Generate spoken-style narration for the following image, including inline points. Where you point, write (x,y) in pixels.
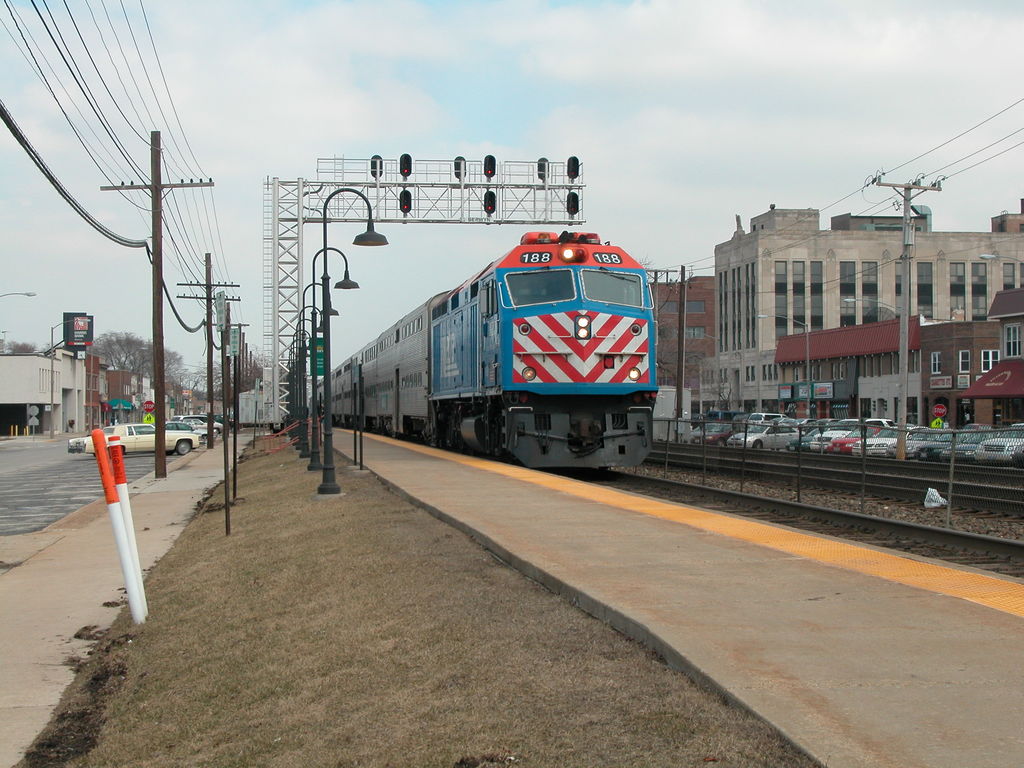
In this image we can see train (530,344) on a railway track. Also there is another railway track (841,475). There are vehicles (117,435) and buildings (760,323) on the right side (760,323). Also there are electric poles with wires (111,236) and there are light poles (328,315). In the background (57,379) there are trees (107,354) and buildings (741,356). And there is sky (553,110) with clouds (585,130).
